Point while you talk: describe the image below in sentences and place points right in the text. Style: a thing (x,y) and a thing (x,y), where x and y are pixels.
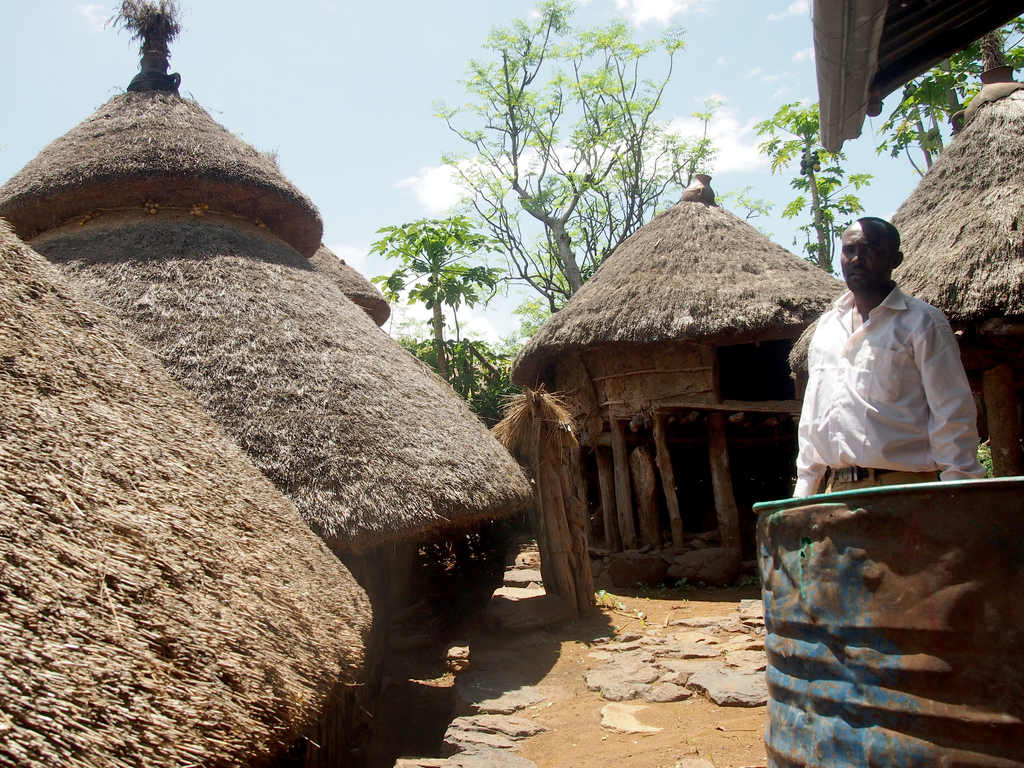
In the image there are small huts (596,333) and there is a man (838,305) standing on the right side (880,379), in the background (583,247) there are trees (458,276).
